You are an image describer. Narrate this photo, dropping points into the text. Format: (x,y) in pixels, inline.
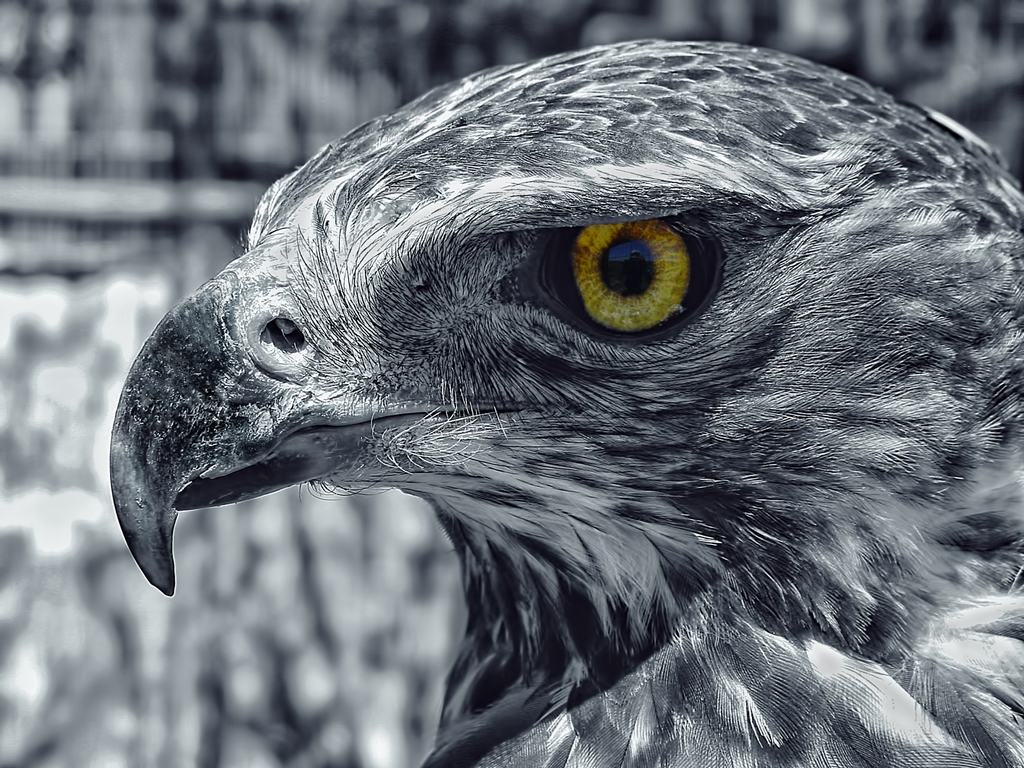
It is the black and white image where we can see the face (748,506) of an eagle (627,415). In the background (157,148) it looks blurry.
